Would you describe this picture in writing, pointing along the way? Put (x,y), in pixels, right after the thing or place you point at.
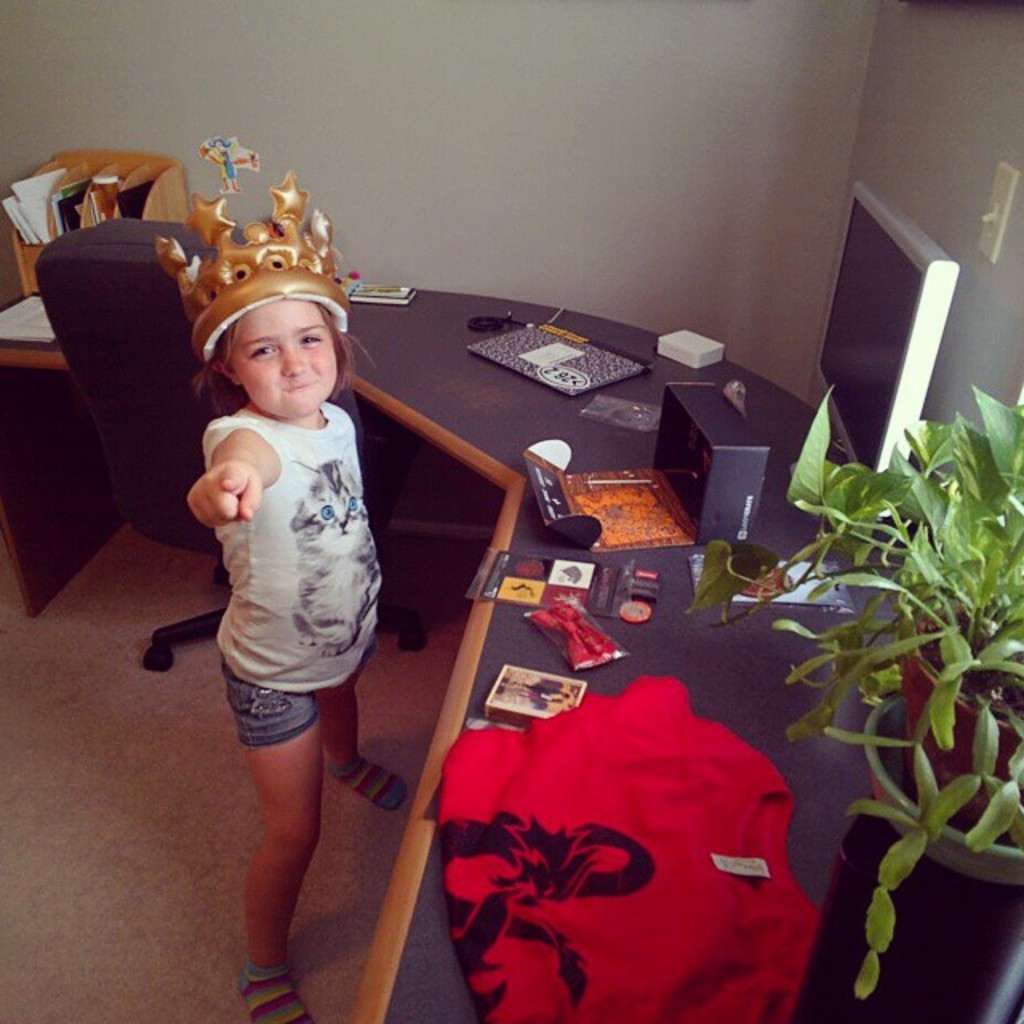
On the middle of an image (461,659) there is a work desk (418,1004) on this desk (445,993) there is a cloth (742,905). Beside of it there is a plant (901,656) and here it is the left side of an image (237,348) there is a girl (249,337) standing wearing short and crown (216,337).
